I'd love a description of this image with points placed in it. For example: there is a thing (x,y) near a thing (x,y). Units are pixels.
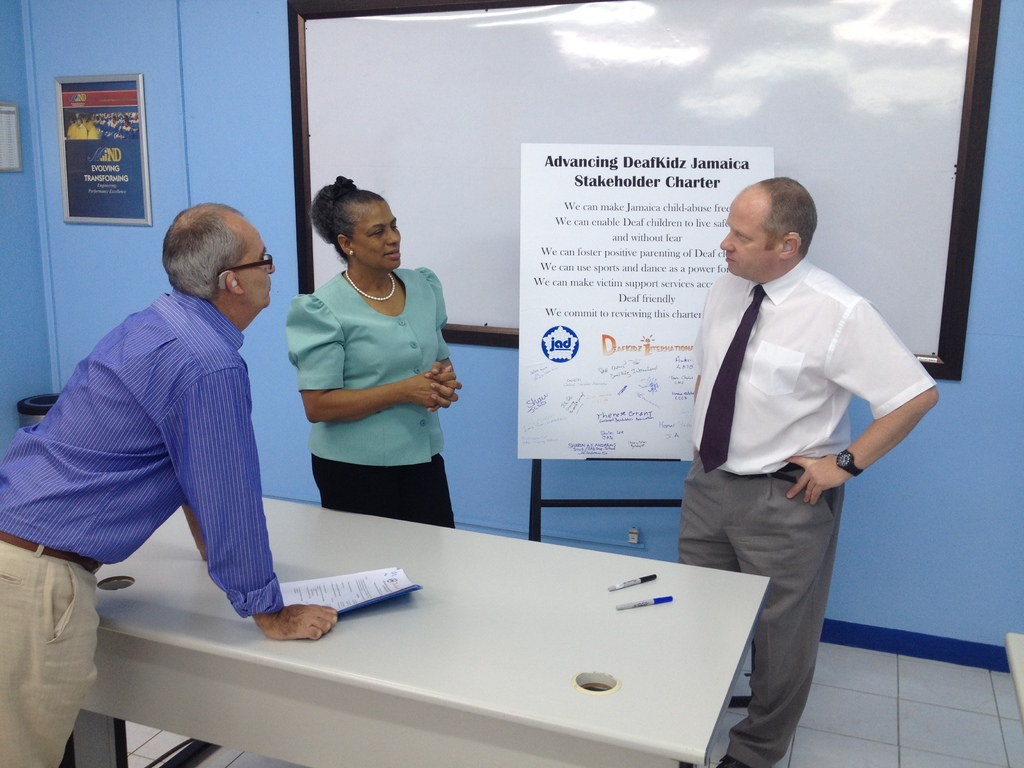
In the image we can see there are people (847,356) who are standing and on table (411,597) there are papers (375,588) and markers (636,583). Behind the person (747,299) there is a banner board (597,413) on which it's written in a black paint (658,164). On the wall (239,123) there is a photo frame (141,147).
